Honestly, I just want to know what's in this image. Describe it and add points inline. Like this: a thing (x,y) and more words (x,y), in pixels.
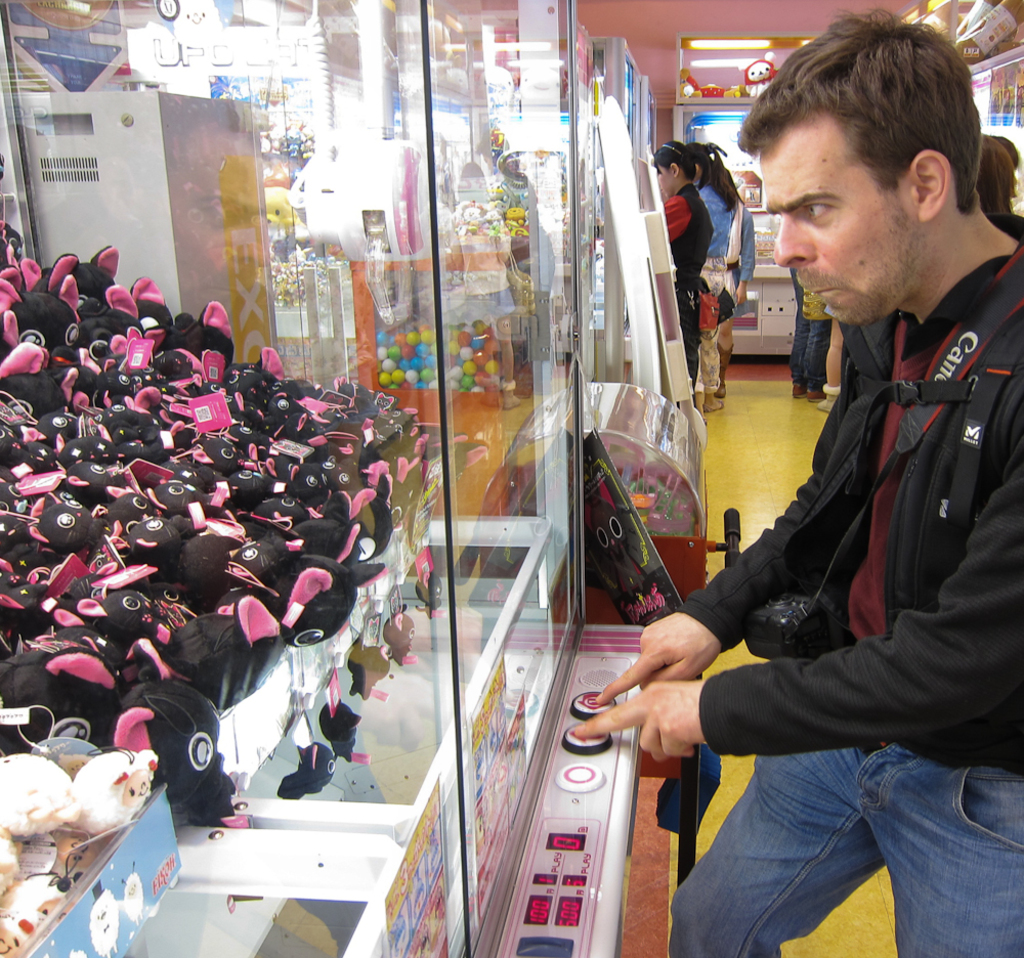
In this image there are toys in the glass boxes (570,432), there is a person (612,719) standing and pressing the buttons (596,698), and in the background (281,180) there are toys (306,143), group of people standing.
